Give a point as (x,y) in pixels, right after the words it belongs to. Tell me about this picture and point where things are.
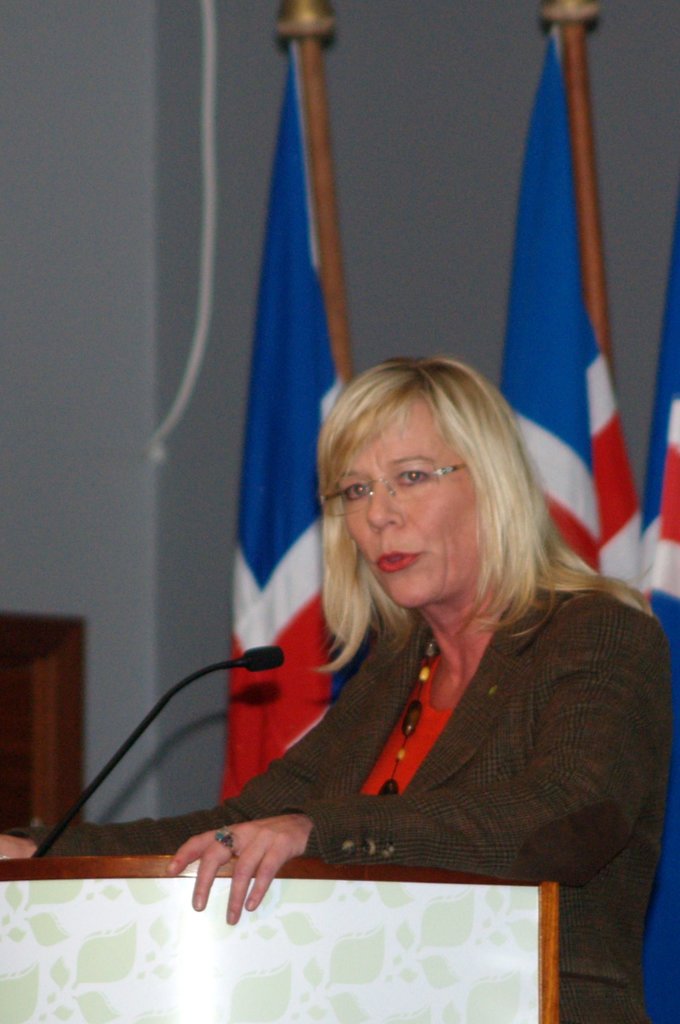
In the picture we can see a woman (531,812) standing near the desk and talking into the microphone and in the background (62,740), we can see three flags (249,715) to the poles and a wall (77,393) with some wood frame (60,771) to it.
